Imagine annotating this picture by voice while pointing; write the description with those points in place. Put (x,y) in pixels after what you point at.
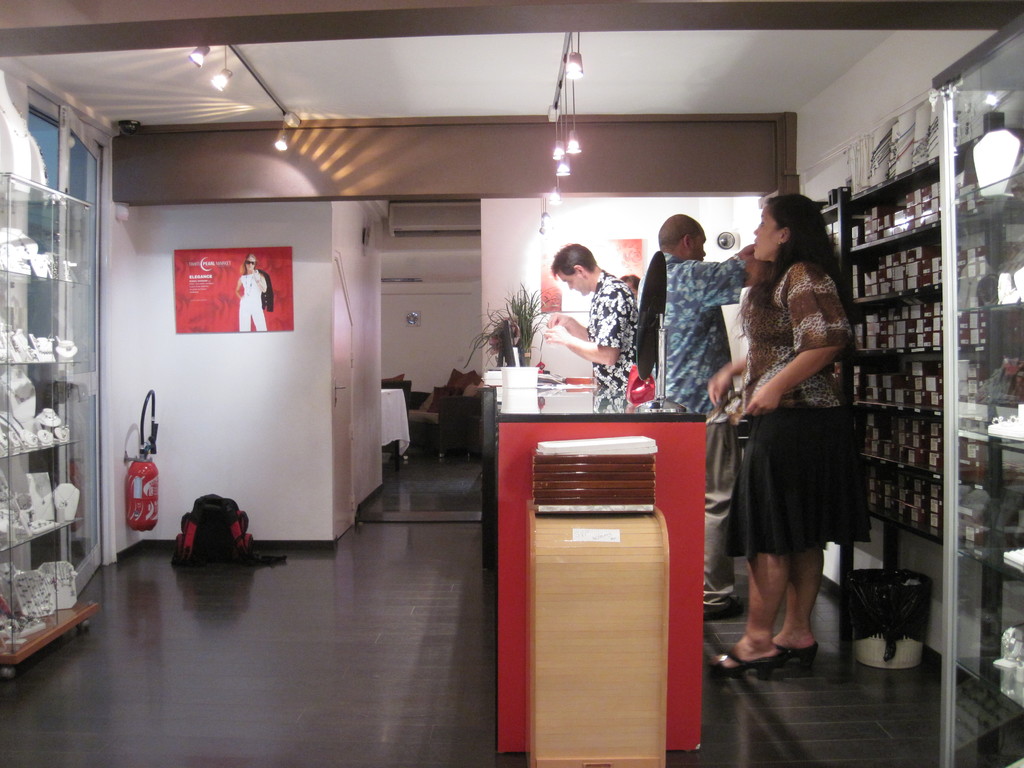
In this picture there is a woman (762,370) who is standing near to the steel racks (902,472). On the racks (839,260) I can see many carton boxes (903,383). Beside her there is a dustbin (892,607). There is a man (706,311) who is standing near to the table (542,397). On the table (604,387) I can see the paper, plant (527,337), tissue papers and other objects (567,376). On the left (31,246) I can see the jewelries (34,247) which are kept on the glass box (31,419). Beside that I can see the fire extinguisher (153,469), door (81,471) and bag (194,555). In the back (424,394) I can see the pillows (457,380), couch (412,425), table (405,399) and other objects (425,403). At the top of the roof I can see the AC (427,217) and lights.
